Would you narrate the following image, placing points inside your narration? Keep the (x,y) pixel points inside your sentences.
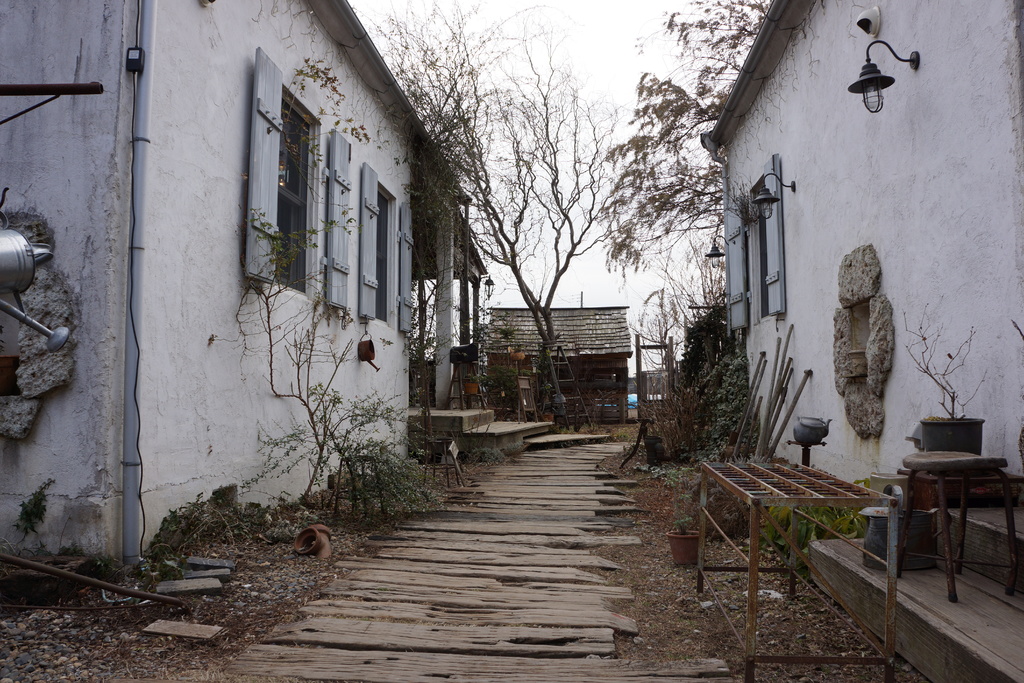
In the image there are two houses (966,289) and there is a wooden path (483,500) in between those houses (173,507) and around that path (555,460) there are some plants (739,415) and other objects (725,615). In the background (518,330) there is a hut (616,325) and beside the hut (614,338) there are few trees (552,349).
